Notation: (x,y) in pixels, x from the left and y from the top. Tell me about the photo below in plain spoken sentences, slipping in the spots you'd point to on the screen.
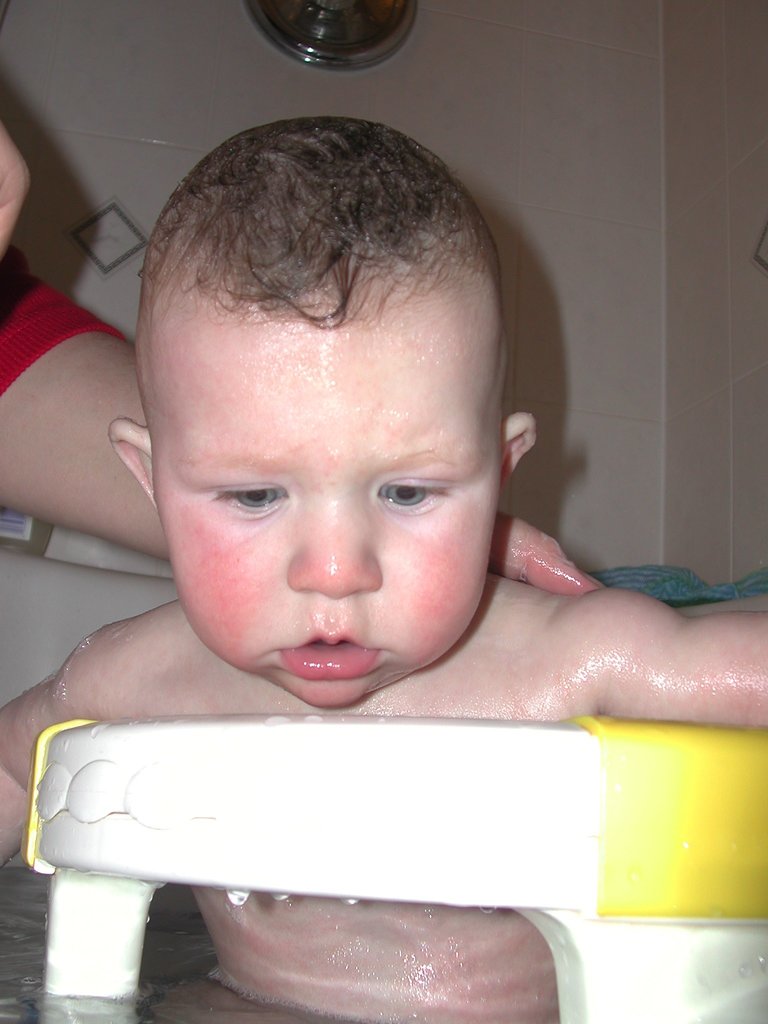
In the foreground of this image (398,653), there is a baby (352,662) in the water (199,993) in a white color object (263,854). Behind, there is a person's hand (37,430) and the wall (475,103).
